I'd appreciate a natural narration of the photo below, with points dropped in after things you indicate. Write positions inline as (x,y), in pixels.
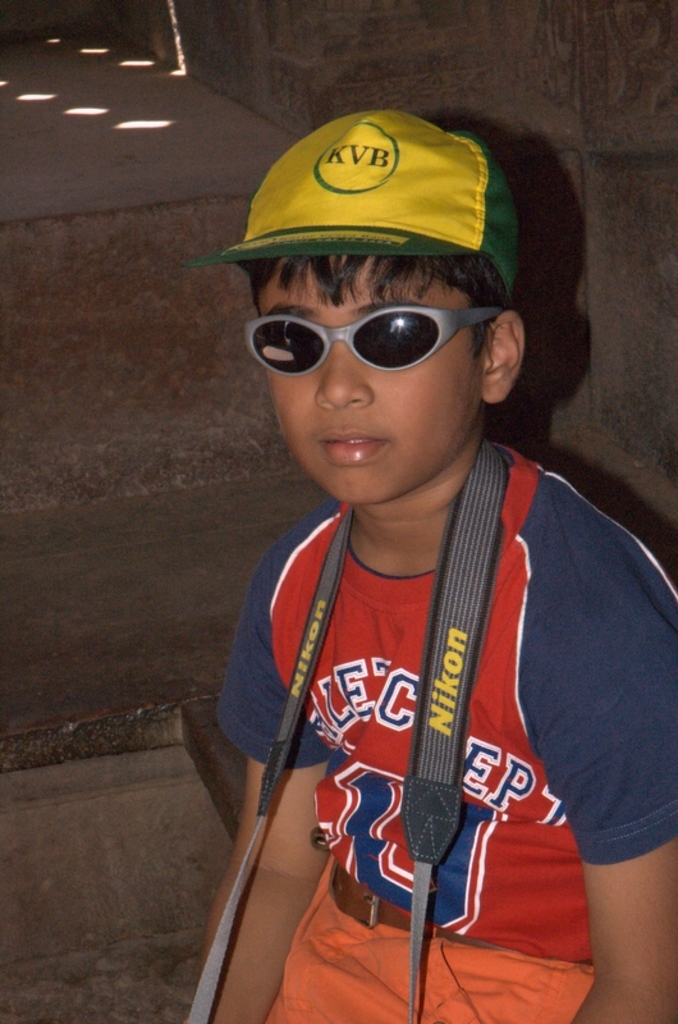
As we can see in the image there is a boy (382,646) wearing spectacles (359,339) and hat (359,224).
